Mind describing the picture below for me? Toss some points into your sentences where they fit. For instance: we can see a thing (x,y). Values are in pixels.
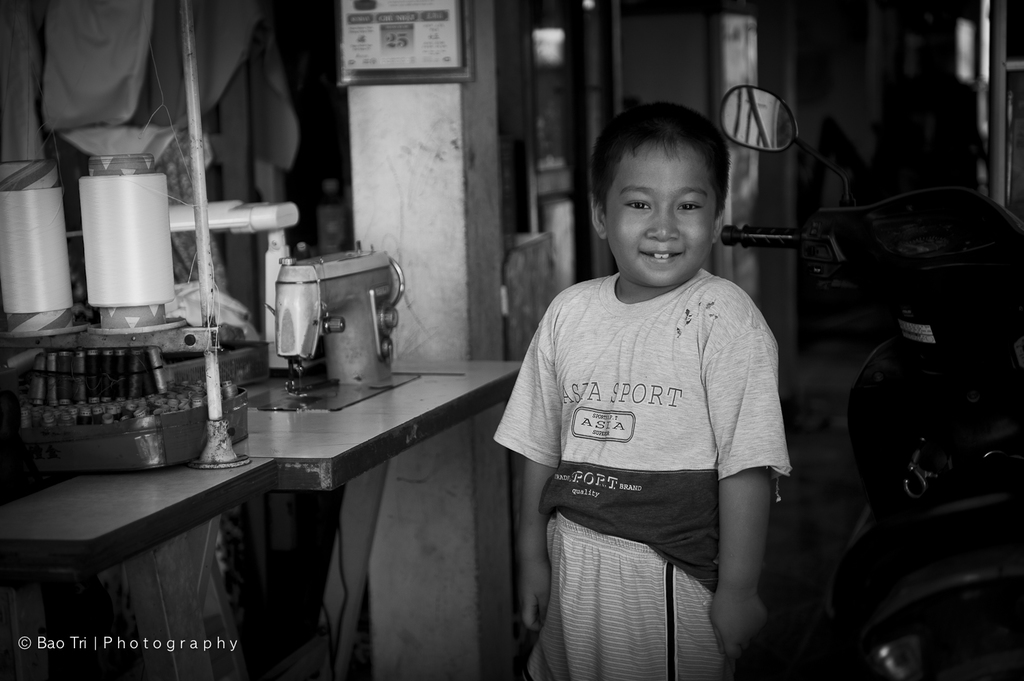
It is a black and white picture, a boy (630,424) is standing beside a vehicle (895,497) and to his left side there is some equipment (277,278). The boy (642,244) is smiling and posing for the photo.
